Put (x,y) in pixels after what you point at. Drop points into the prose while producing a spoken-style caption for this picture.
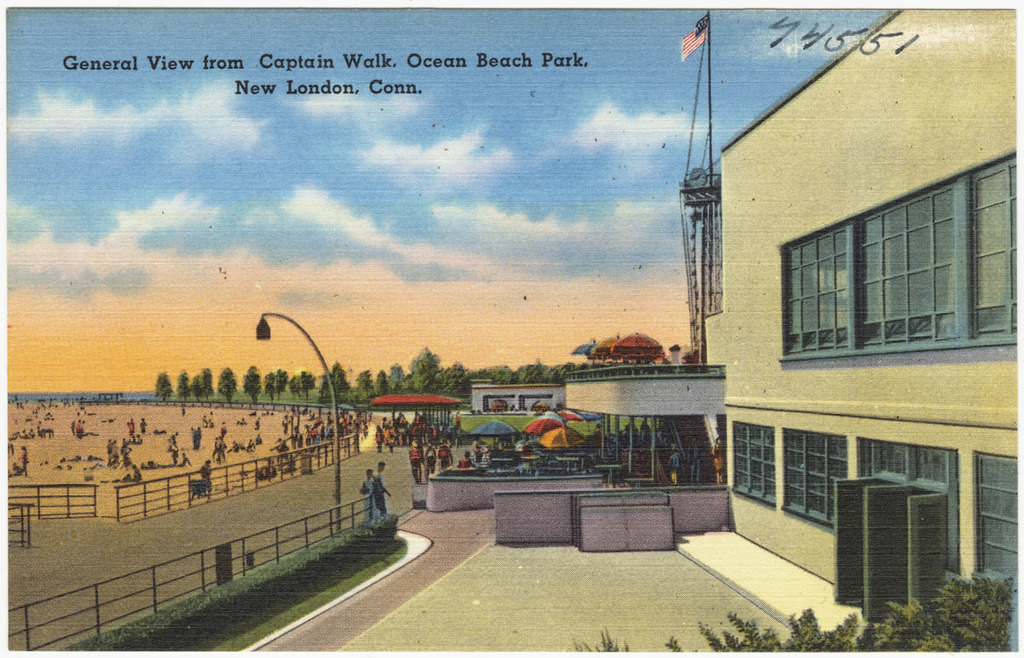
On the right side (860,397) there is a building (867,348) with windows (895,309). Near to that there is a shed (656,394). On that there is a flag (684,51). Also there are umbrellas (561,441), railings (262,457), bushes (340,549). In the background (256,444) there are many people (232,444), trees (340,397) and sky (354,240).
